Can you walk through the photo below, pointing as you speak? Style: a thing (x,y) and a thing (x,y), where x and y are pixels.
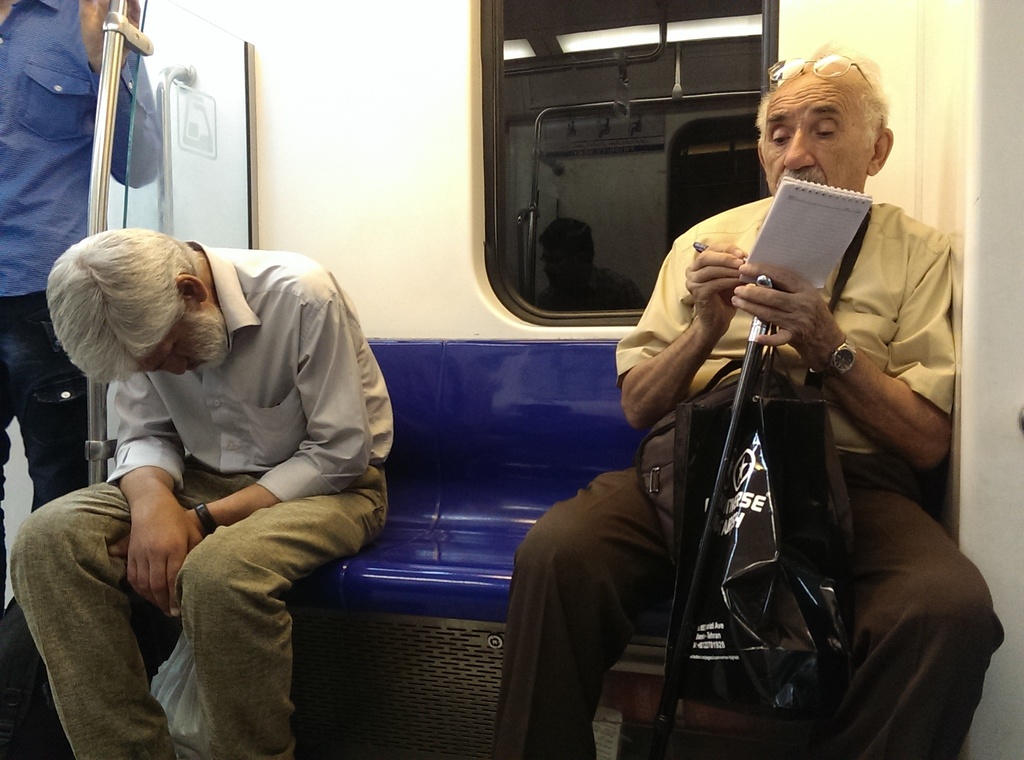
This image is taken inside a train (373,116). To the right side of the image (854,369) there is an old man (742,316) sitting and holding a book (818,262), pen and a cover (757,398) in his hand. Beside him there is another person (78,494) sleeping. In the background of the image (537,26) there is a glass window (687,126). To the left side of the image (91,47) there is a person (56,347) standing.
